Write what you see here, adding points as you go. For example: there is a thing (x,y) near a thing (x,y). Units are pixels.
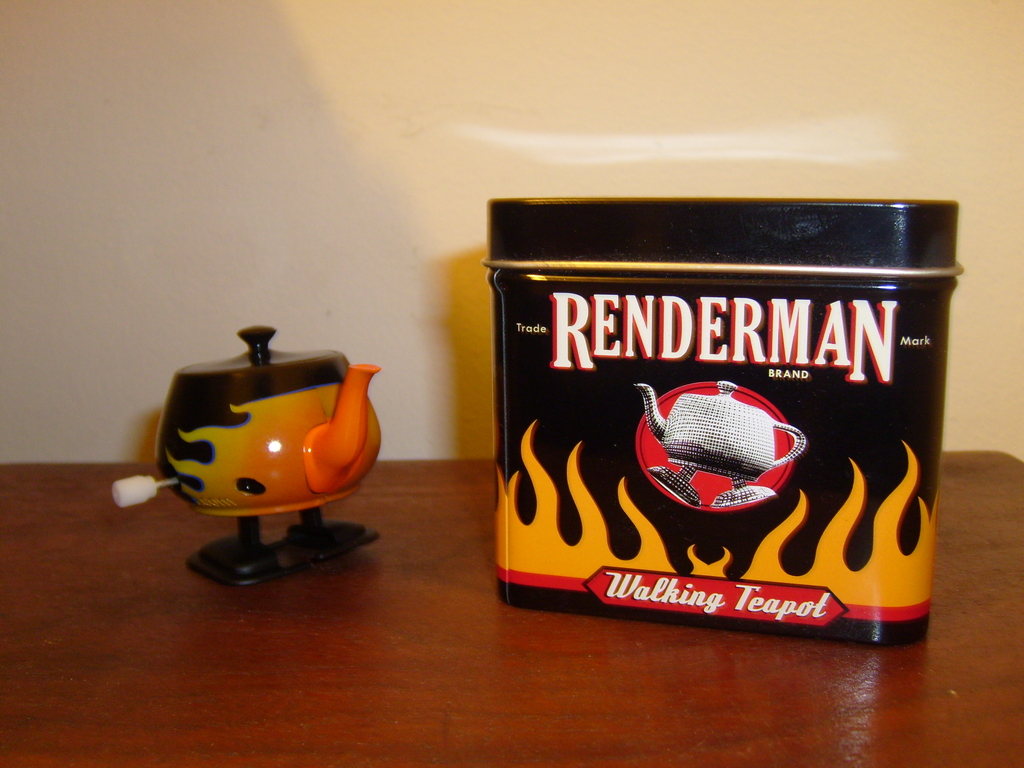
There is a table (307,628). On the table (267,615) there is a toy (258,461) in the shape of a kettle (273,413). And also there is a box (692,304). In the background (390,150) there is wall (530,93).
